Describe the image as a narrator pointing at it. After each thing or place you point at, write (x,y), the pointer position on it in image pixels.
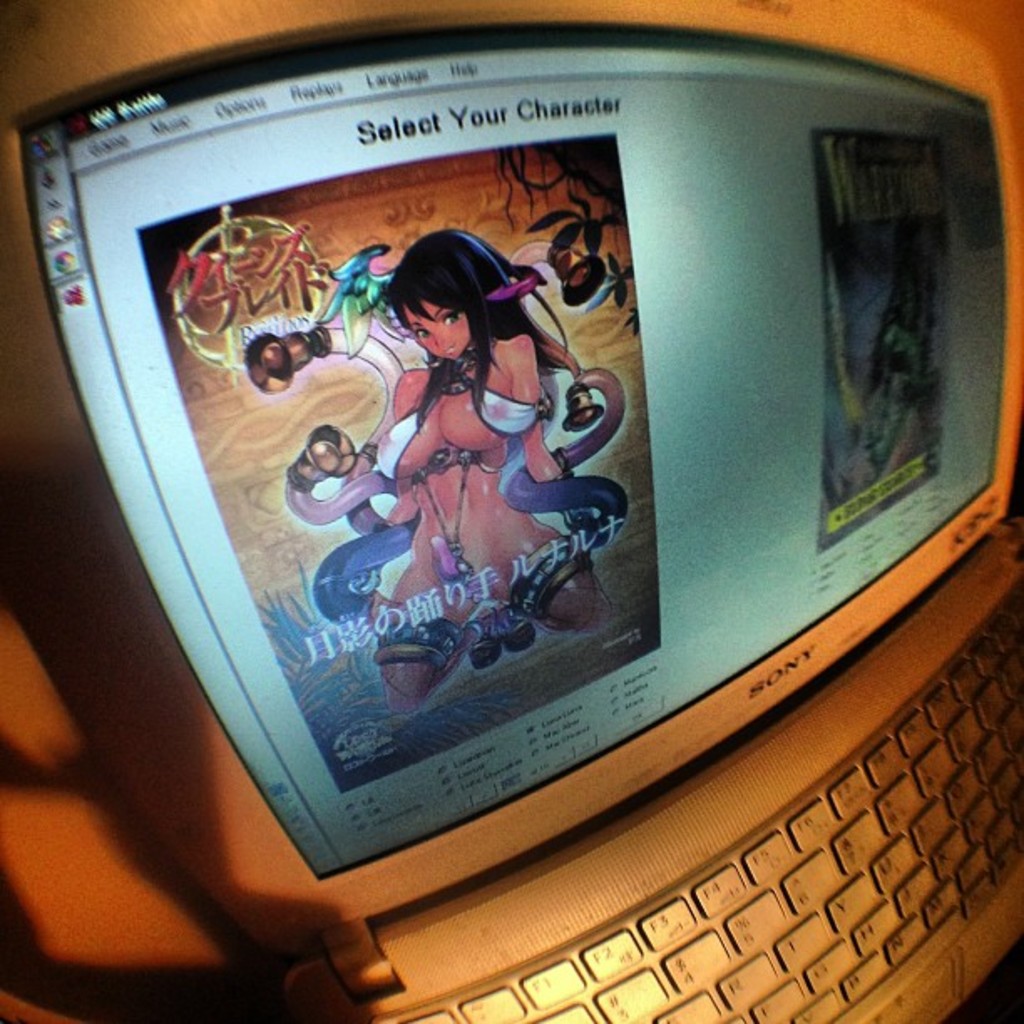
In the center of this picture (390,379) there is an object (544,933) which seems to be the laptop (735,874) and we can see the text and the pictures (506,527) of persons (466,416) and some other objects (341,438) on the display (643,111) of the laptop (228,468).
